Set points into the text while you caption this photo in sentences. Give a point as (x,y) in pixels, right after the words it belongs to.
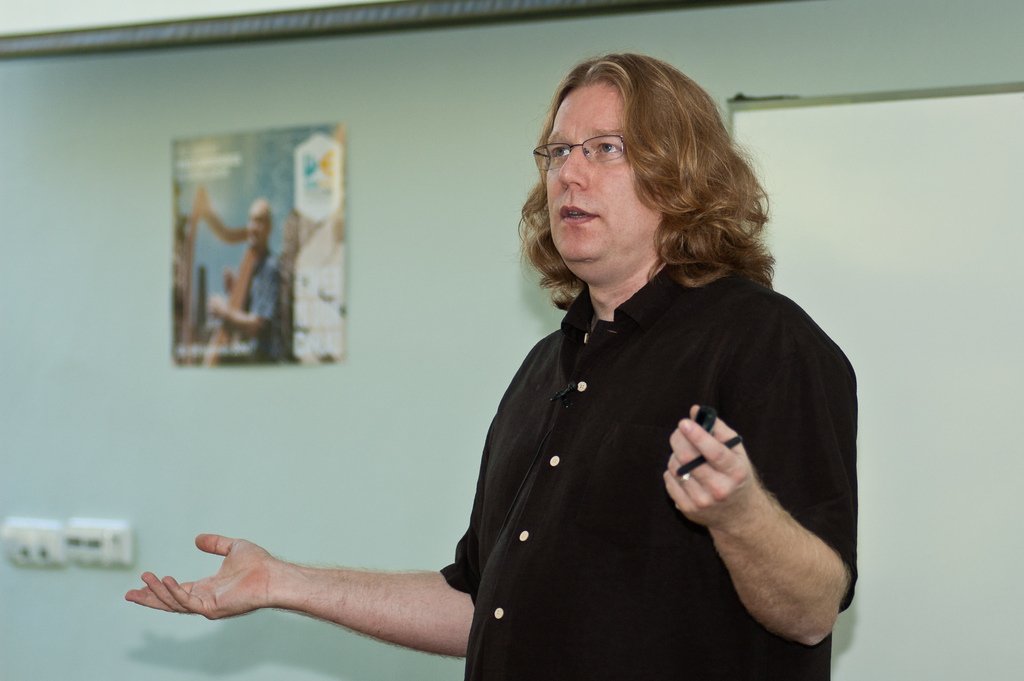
In this image we can see a man (604,624). He is wearing black color shirt (586,475) and holding pen (682,470) in his hand (705,435). In the background (919,178), we can see a white color board (818,155) and a poster (260,262) on the wall (188,450). There are switchboards (88,535) on the left side of the image (55,540).
